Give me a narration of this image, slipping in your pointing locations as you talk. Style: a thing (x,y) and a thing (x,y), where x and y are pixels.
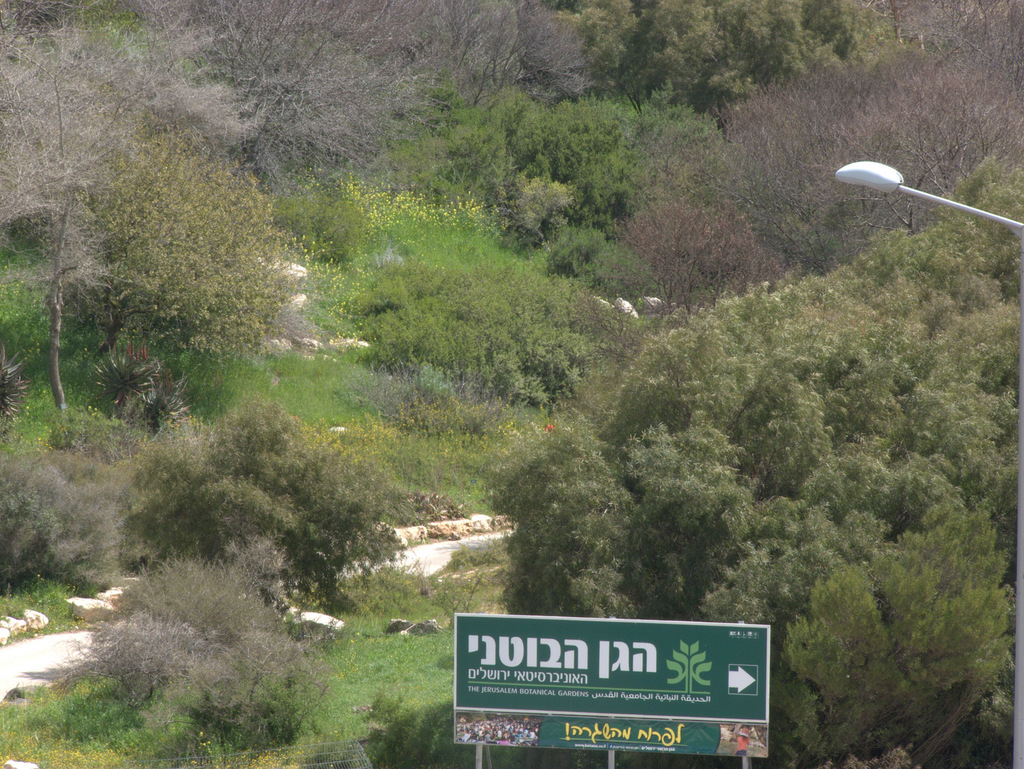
In this picture we can see few trees (399,339), light (888,173) and a metal rod (914,189), at the bottom of the image (603,645) we can see a sign board (639,669).
